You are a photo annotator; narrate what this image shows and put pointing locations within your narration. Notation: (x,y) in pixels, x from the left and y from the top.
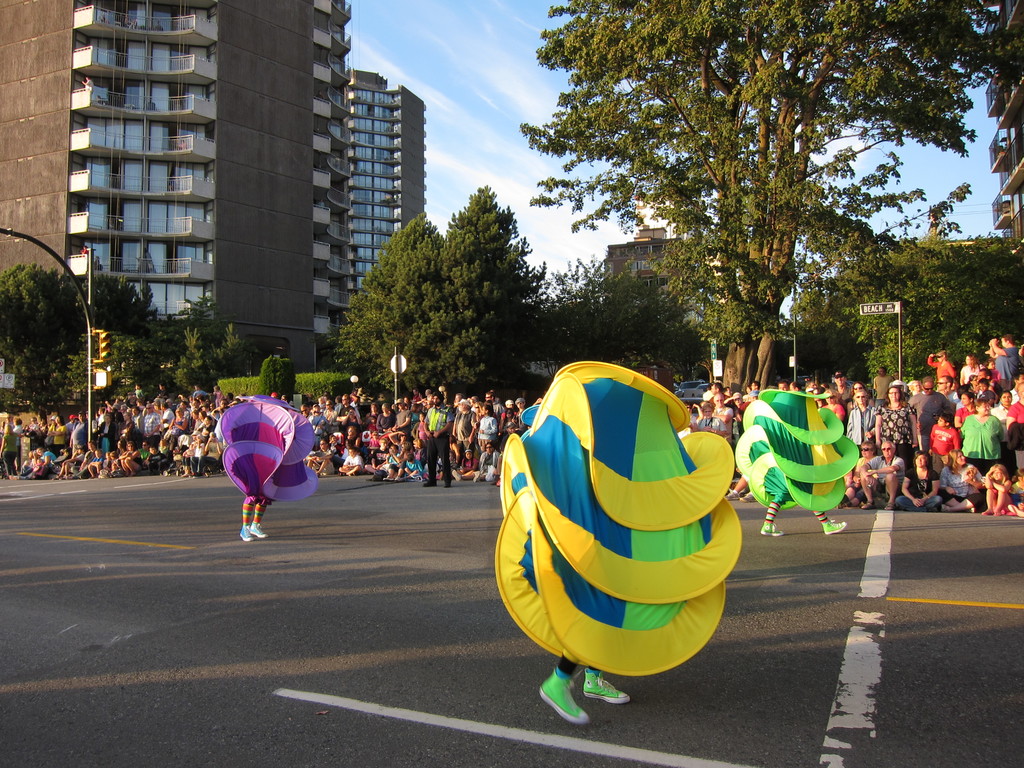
In this image we can see some persons (776,490) wearing different colors of costumes (610,544). In the background of the image (892,289) there are persons (477,431), trees (44,316), poles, buildings (331,271), sky (466,199) and other objects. At the bottom of the image (390,711) there is the road (530,728).
